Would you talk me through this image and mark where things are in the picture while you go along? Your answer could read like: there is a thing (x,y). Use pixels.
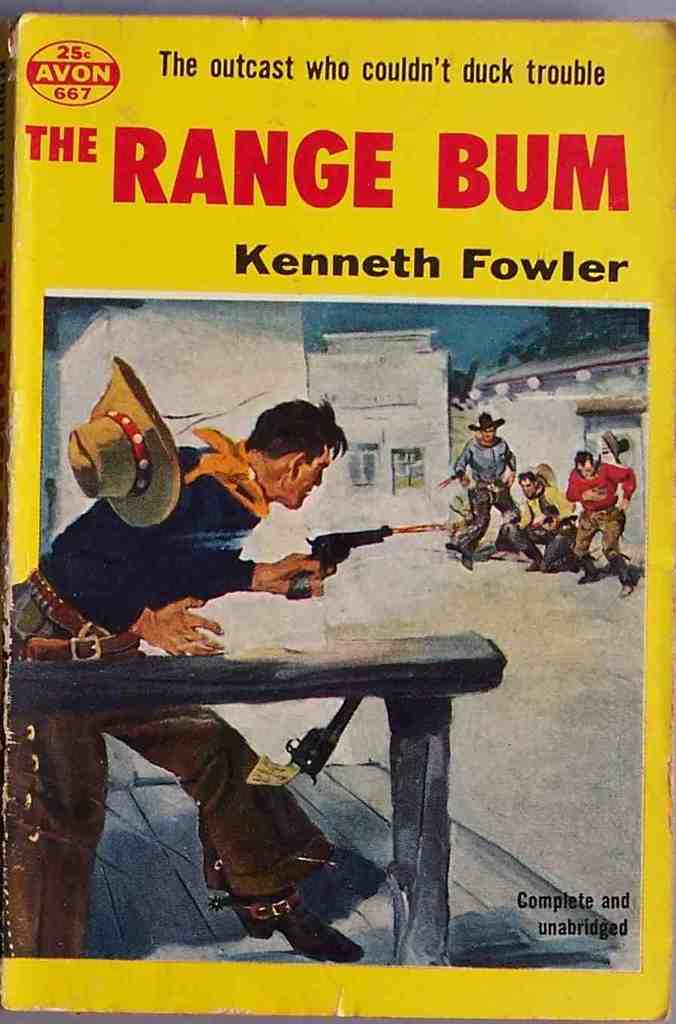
In this image there is a cover page (313,571) of a book (376,560) with some images (366,476) and text (382,201).
